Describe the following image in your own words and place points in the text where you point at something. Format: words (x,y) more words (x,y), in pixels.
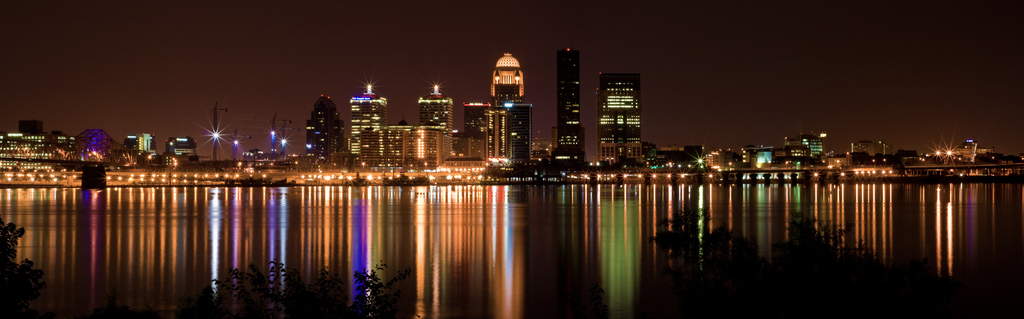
In this image there are buildings (444,133) and lights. At the bottom (452,236) there is water (514,277) and trees (237,279). In the background (311,66) there is sky (660,54).
